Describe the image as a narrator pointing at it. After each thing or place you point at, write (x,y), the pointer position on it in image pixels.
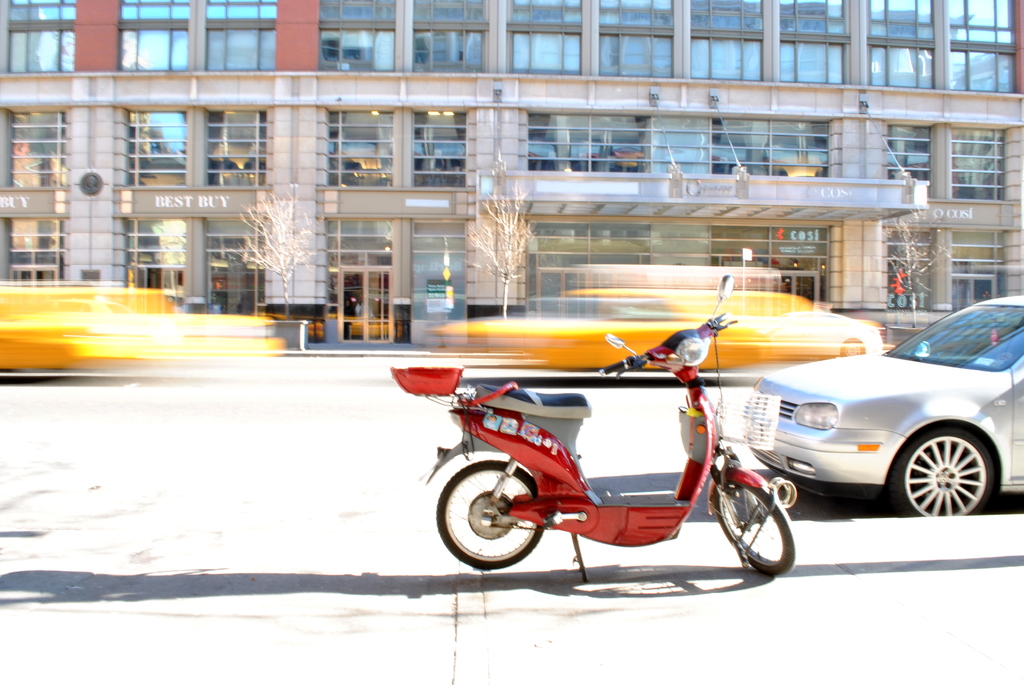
In this image in the foreground (886,394) there are few vehicles (131,296) visible on the road (167,421), at the top (612,143) there is a building (672,126), in front of building (775,133) there are trees (920,281) visible.
